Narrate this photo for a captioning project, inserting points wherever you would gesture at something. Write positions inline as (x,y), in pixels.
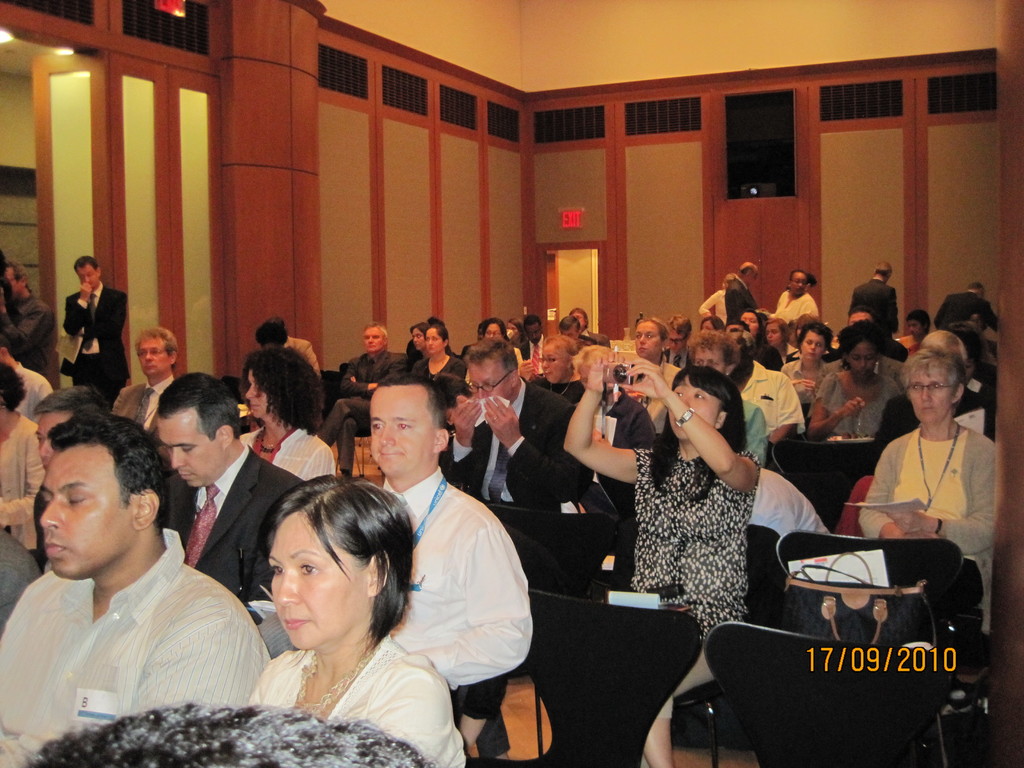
People (687,355) are sitting on the chairs (807,659). There is a bag (896,619) at the right (853,633). A person (678,381) is holding a camera (620,364). A person (81,276) is standing at the left (91,318).
